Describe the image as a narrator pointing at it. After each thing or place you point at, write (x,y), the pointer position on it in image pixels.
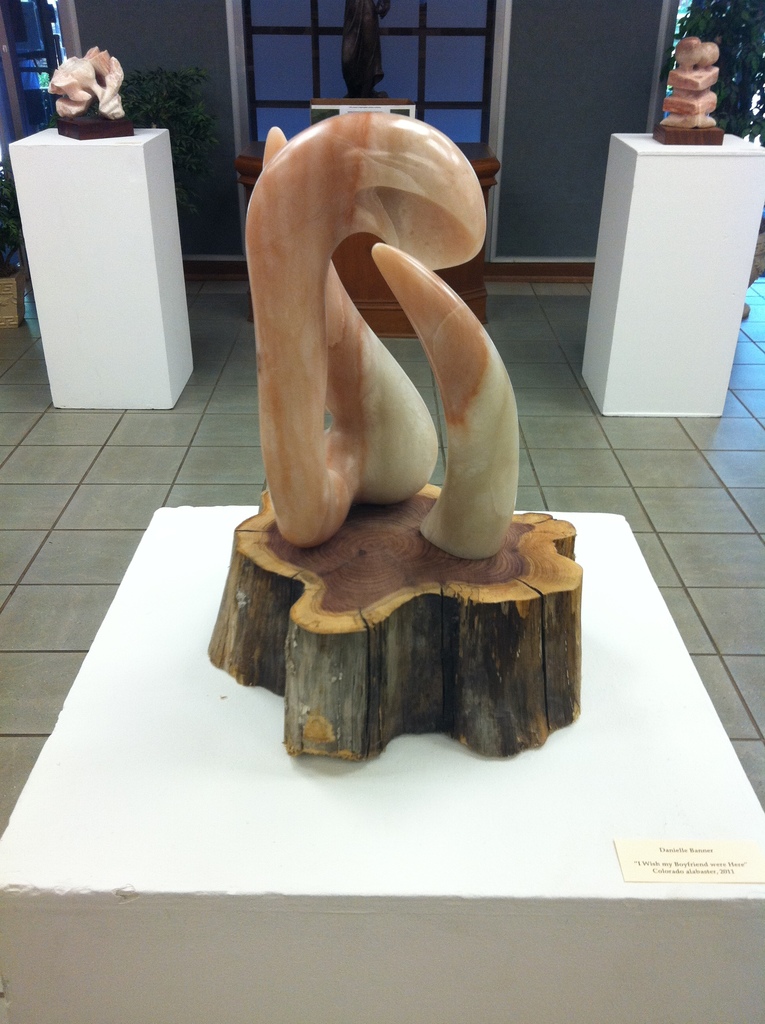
In the center of the image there is a table (421,873). On table (330,928) we can see a wood trunk (454,614) is present. On wood trunk (312,598) a sculpture (382,422) is there. In the background of the image (728,49) we can see the plants (741,57) and wall (554,119) are there. In the middle of the image (256,450) floor (115,482) is present.
